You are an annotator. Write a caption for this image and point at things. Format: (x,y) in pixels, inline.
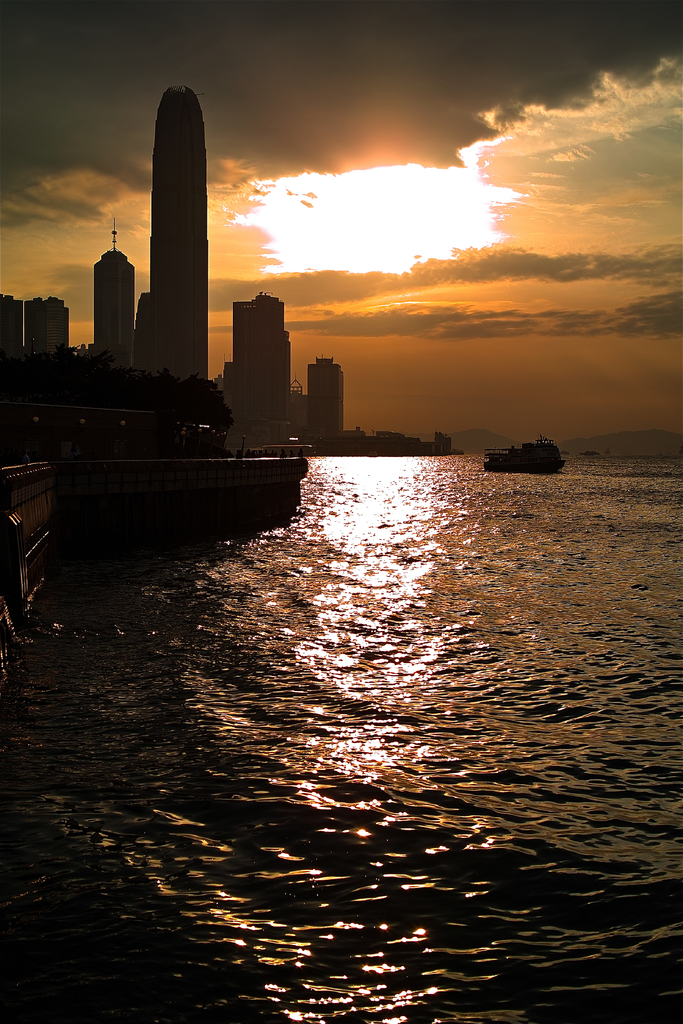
This picture is clicked outside. In the center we can see an object (545,459) seems to be the ship (526,455) in the water body (477,718). In the background (317,73) we can see the sky (383,339) with the clouds (466,107) and we can see the buildings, trees (161,374) and some other objects (146,492).
